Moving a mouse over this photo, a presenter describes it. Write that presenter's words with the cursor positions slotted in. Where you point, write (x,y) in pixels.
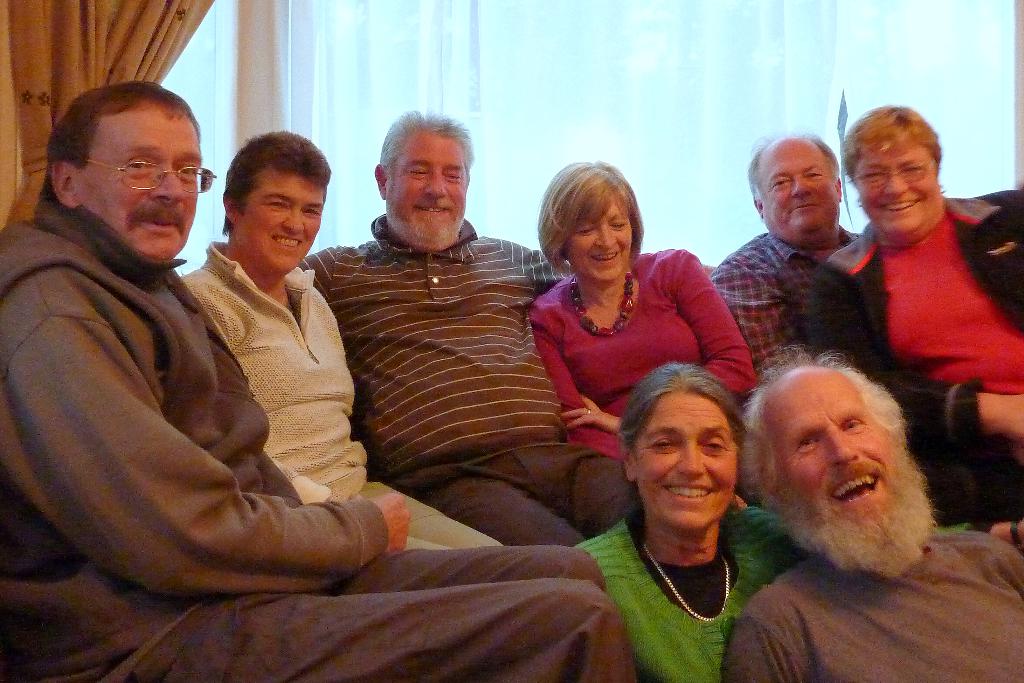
In this image there are eight persons (908,411). Two persons (679,500) are sitting below. All of them are smiling. In the background (468,102) there is window (557,88), curtain (104,73).
